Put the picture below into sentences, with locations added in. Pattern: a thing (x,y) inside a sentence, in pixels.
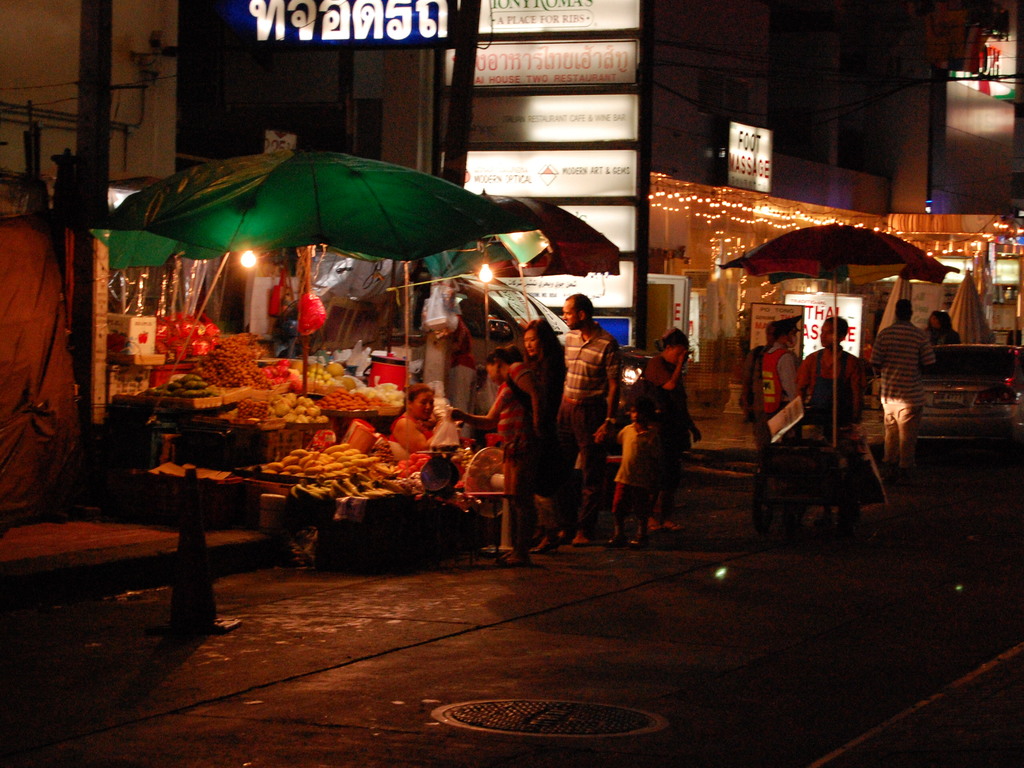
As we can see in the image there are buildings (205,100), banners (556,152), lights (722,191), umbrellas (769,250), group of people (912,367) and vegetables (257,407). The image is little dark.
